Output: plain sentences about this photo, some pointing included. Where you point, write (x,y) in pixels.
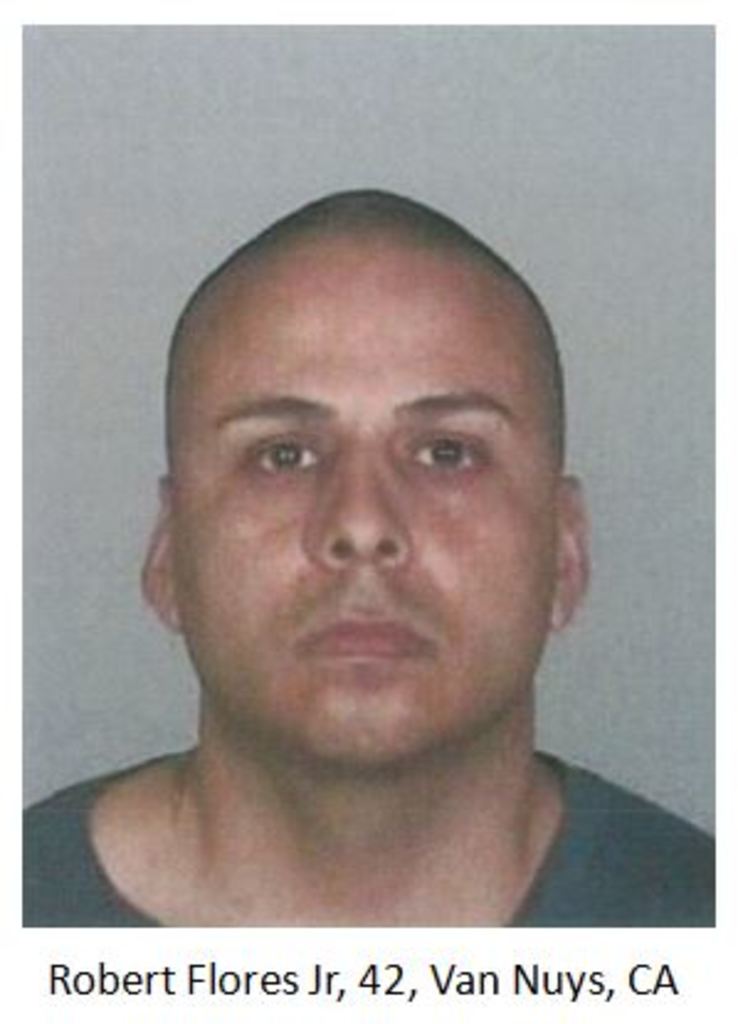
In the picture I can see a face (381,485) of a person (381,485) having a bald head (309,371) and there is something written below it.
